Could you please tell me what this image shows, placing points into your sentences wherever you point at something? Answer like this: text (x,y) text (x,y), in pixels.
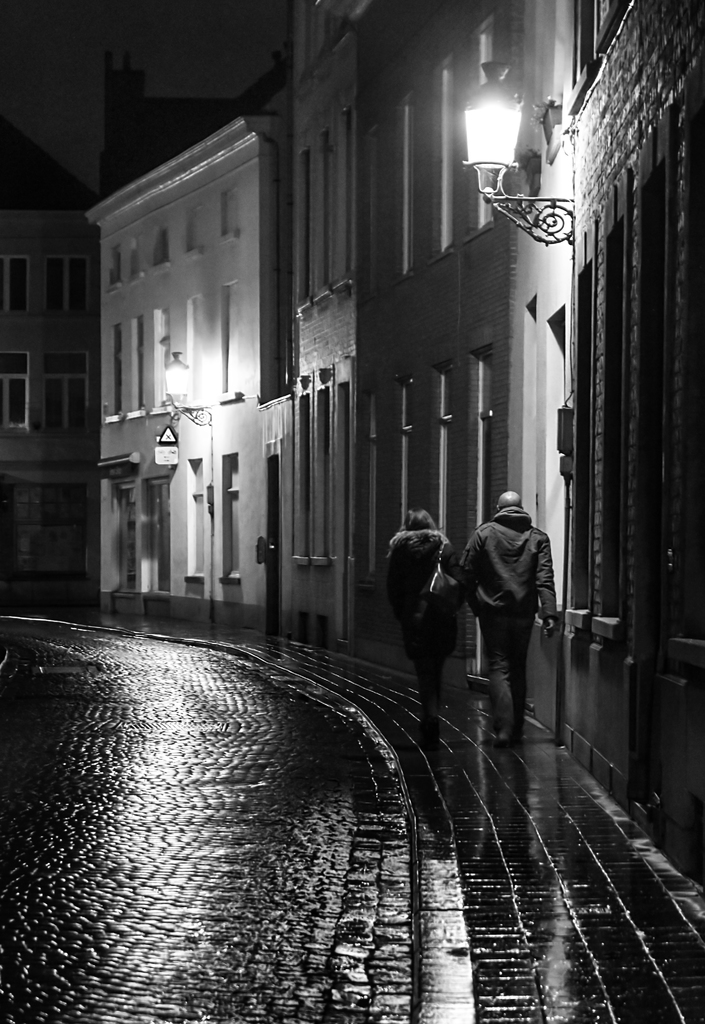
This image consists of two persons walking on the pavement (694,888). On the left (104,799), there is a road (137,653). On the right (594,608), there are buildings (402,344) along with the lights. At the top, there is sky (12,74).
